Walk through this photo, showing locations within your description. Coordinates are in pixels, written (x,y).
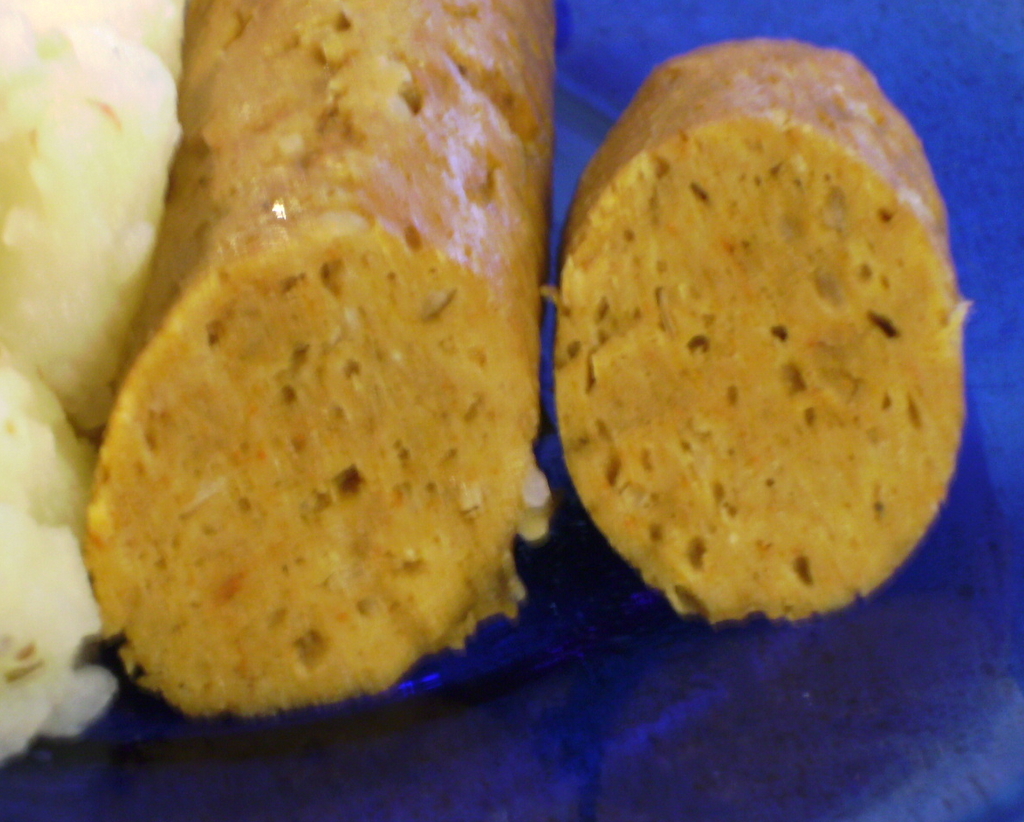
This is a zoomed in picture. In the center (442,478) we can see there are some food items (402,457) placed on the top of the surface (934,588) of a blue color object (423,724).
